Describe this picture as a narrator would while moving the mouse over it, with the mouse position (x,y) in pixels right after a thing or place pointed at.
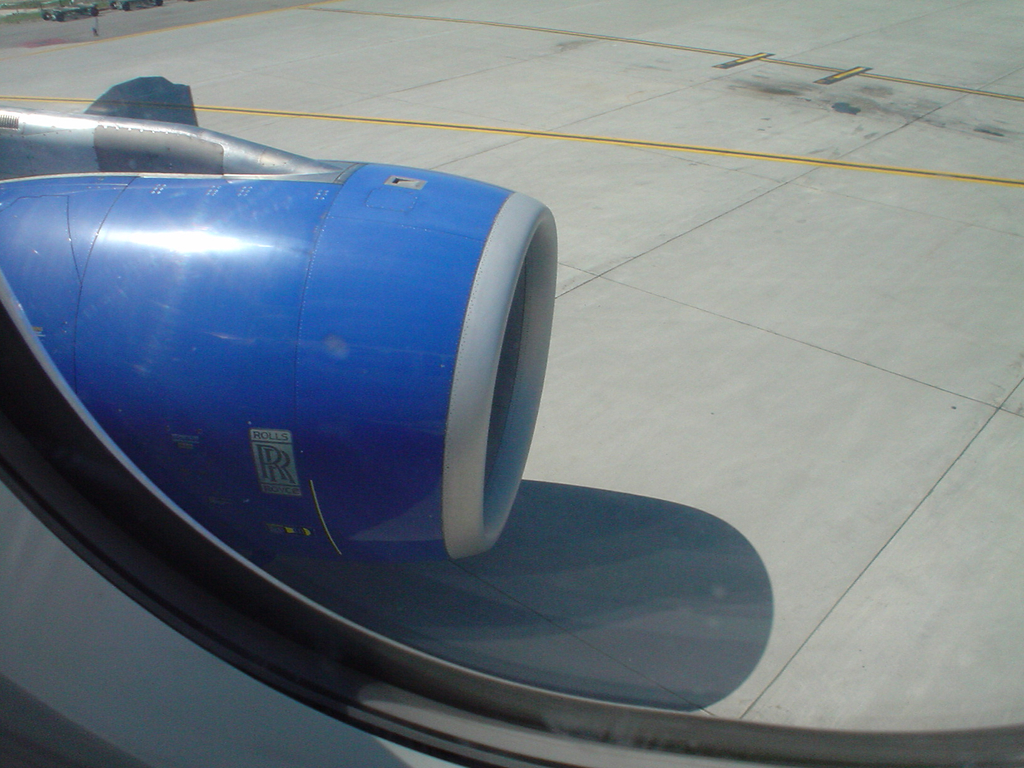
In this picture we can see a window (625,725), from window (117,525) we can see an object (142,449) on the ground (876,417).
